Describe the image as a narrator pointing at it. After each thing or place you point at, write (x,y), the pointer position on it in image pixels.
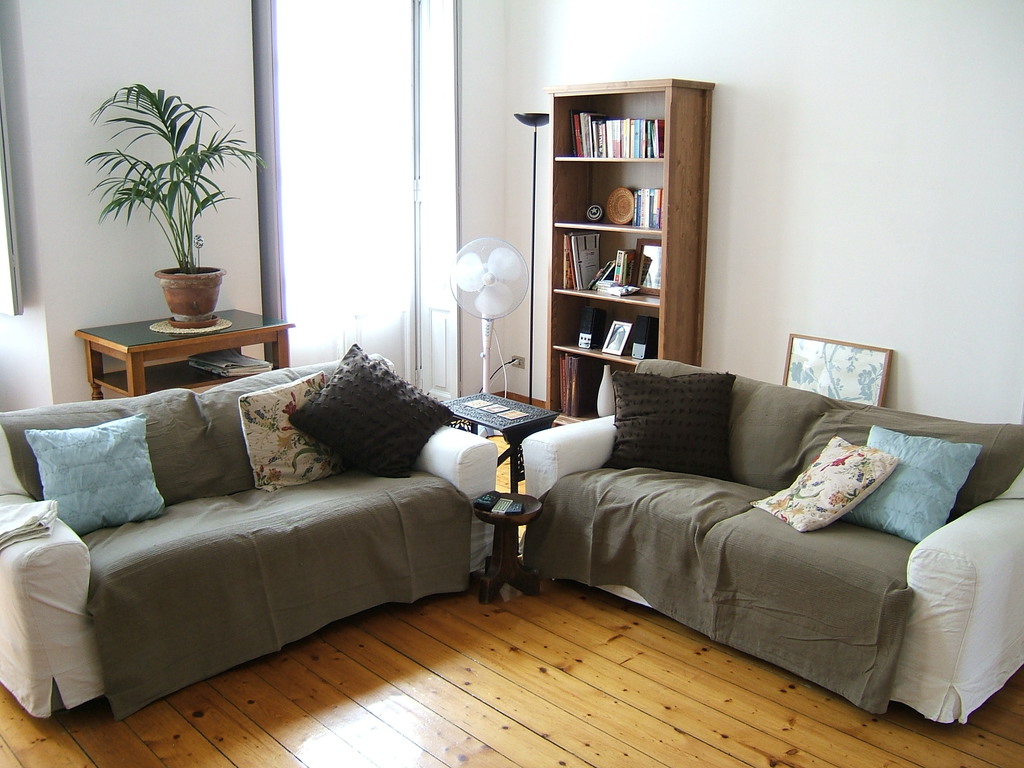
In this picture in the center (477,483) there are sofas (744,517) and on the sofas (670,539) there are pillows (801,483), there is a table (497,430) which is black in colour and in front of the sofa (564,529) there is a stool (500,537) and on the stool (498,522) there are objects (519,507) which are white and black in colour. In the background (503,286) there is a fan (520,301) and there is a shelf (622,247), in the shelf (625,232) there are books (623,152) and there are frames (624,329), on the right side (830,376) behind the sofa (835,404) there is a frame (848,368). In the background (159,340) there is a table (129,343) and on the table (200,337) there is a plant (174,235) in the pot (187,281) and there is a wall (492,154) and there is a stand (534,234) which is black in colour.
